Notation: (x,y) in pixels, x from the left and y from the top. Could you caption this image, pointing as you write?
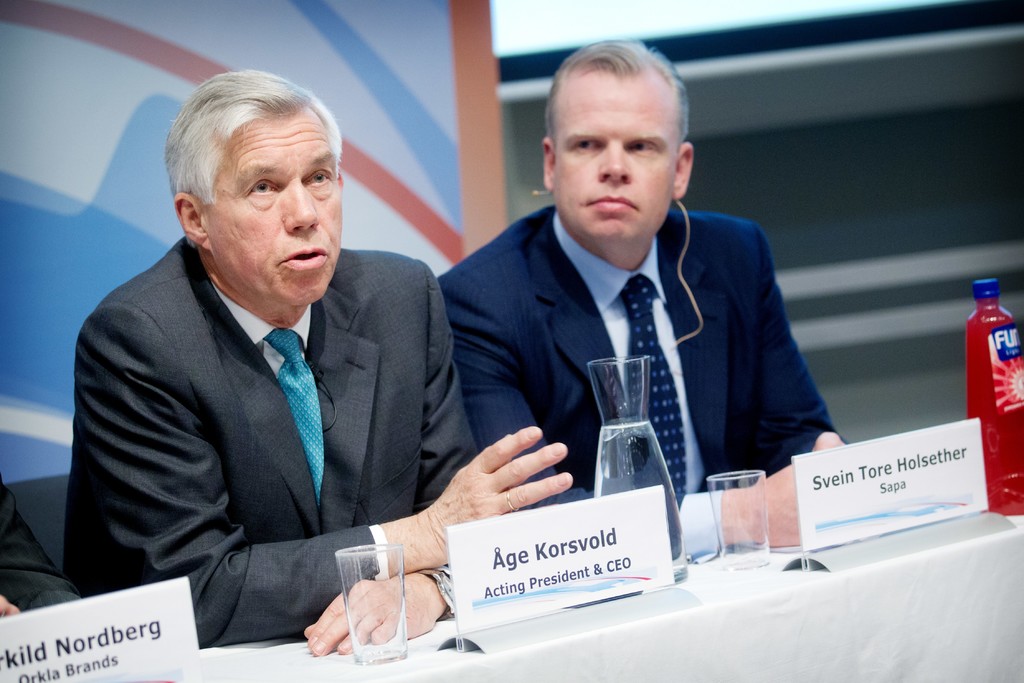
In this image we can see few people (464,457) sitting on the chairs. We can see few glasses (730,504) and a container (644,465) is placed on the table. There are few boards (40,621) with some text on the table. There is a board (61,46) at the left side of the image (67,94).
